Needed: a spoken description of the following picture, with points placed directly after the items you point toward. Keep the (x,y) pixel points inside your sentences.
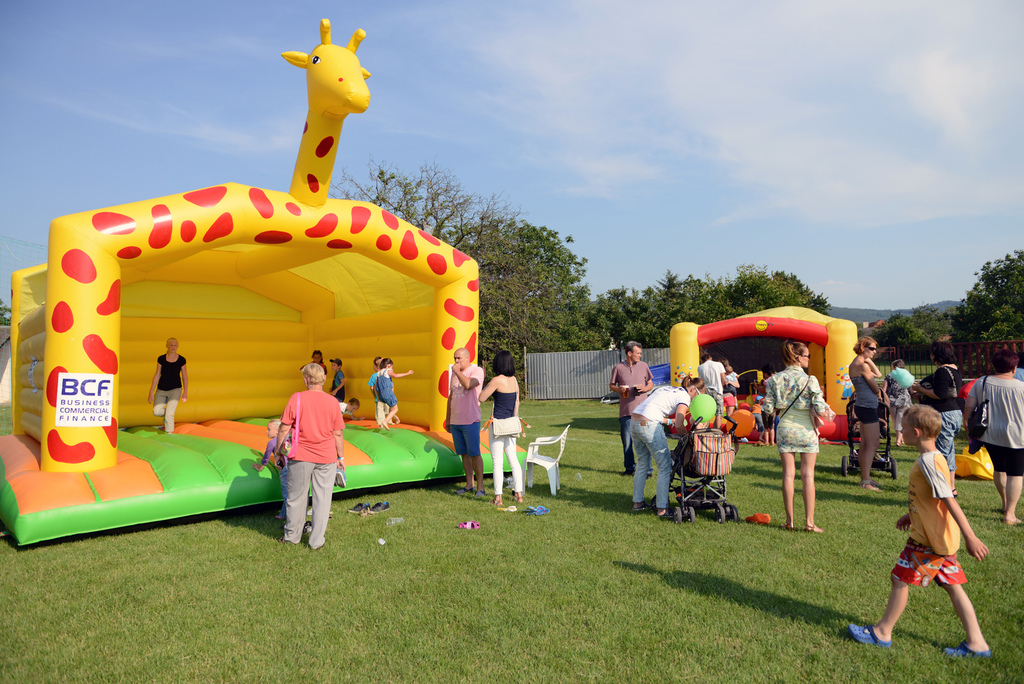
This is an outside view. In this image, I can see two inflatable castles (455,344) and few people (340,394) are playing. On the right side (1002,455) few people (672,405) are standing on the ground (610,426). There is a person (912,571) walking towards the left side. On the ground (508,645), I can see the grass (422,622). There is a chair (555,470). In the background (556,373) there is a fencing (537,352) and many trees (565,305). At the top of the image (450,71) I can see the sky (655,139) and clouds (740,120).
